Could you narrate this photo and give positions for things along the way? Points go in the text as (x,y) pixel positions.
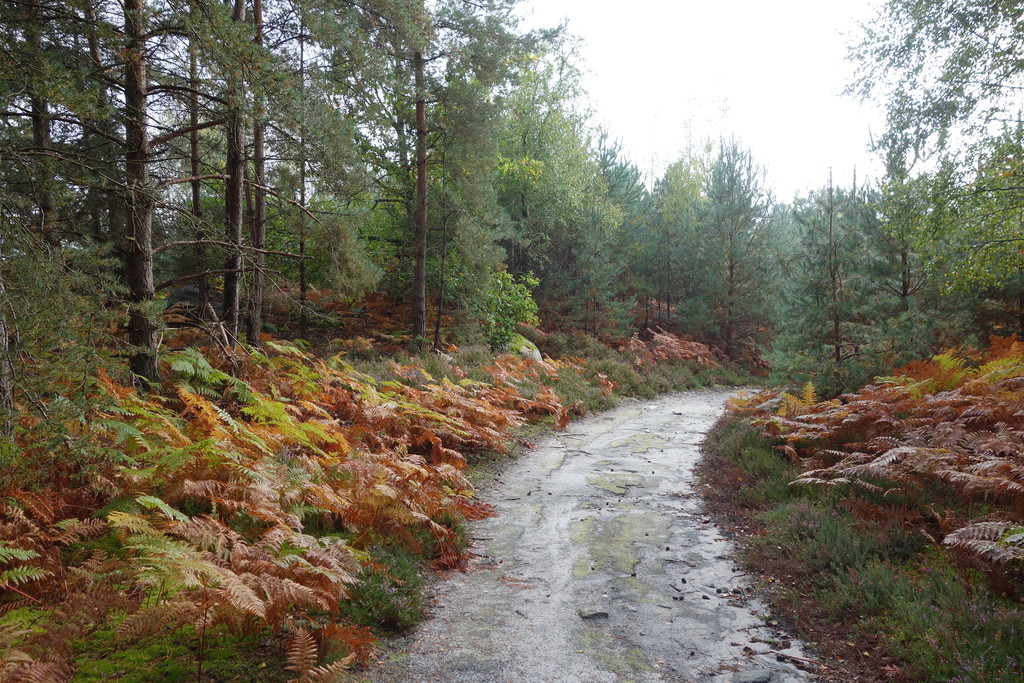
In this image I can see a empty road (461,657) beside that there are so many plants (968,458), trees (1003,207) and grass (536,429).
